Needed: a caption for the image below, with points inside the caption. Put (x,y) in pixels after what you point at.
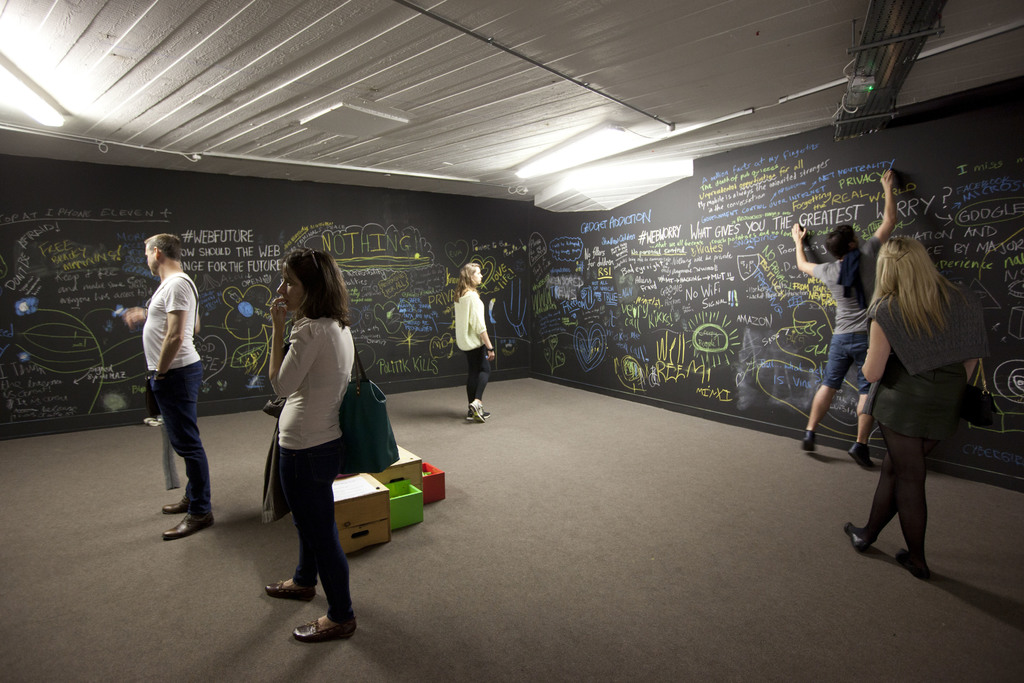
This image consists of five people (937,433) in the room (415,641). The wall (373,351) are in black color which are used like boards (726,411). To the right (860,263), the man (854,348) is writing on the wall (772,283). At the top (455,76), there is a roof (460,81). At the bottom (552,525), there is a floor (527,530).
